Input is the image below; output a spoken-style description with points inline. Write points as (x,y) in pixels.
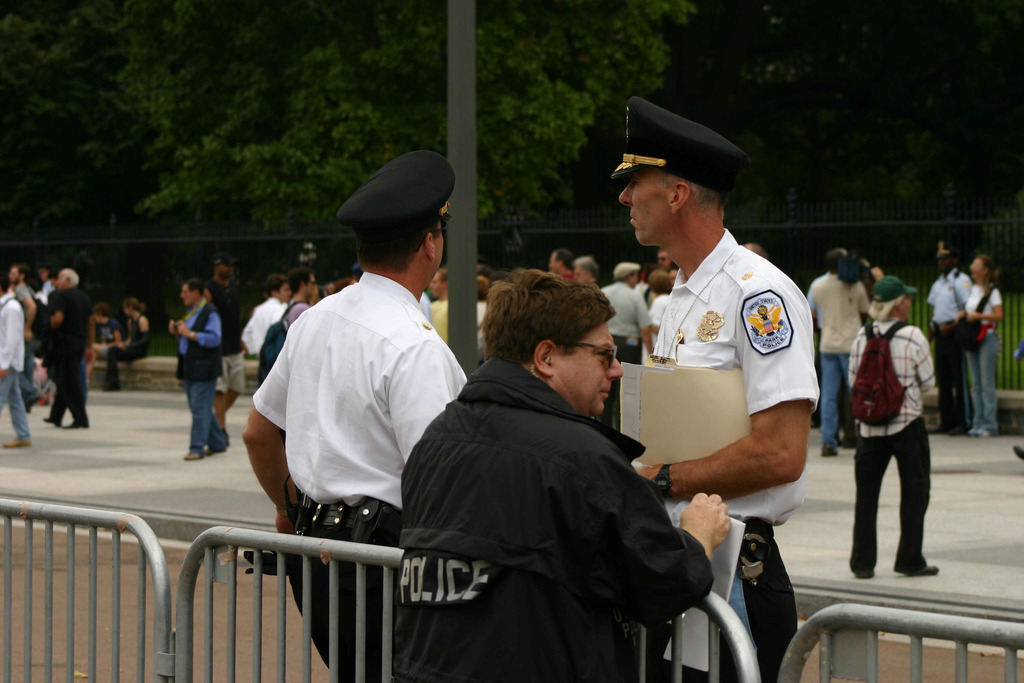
In the image there are handrails (876,660) and there is a cop (522,531) standing in the foreground (488,536), behind him there are many other people (66,275) and in the background (348,108) there are trees (747,114).
